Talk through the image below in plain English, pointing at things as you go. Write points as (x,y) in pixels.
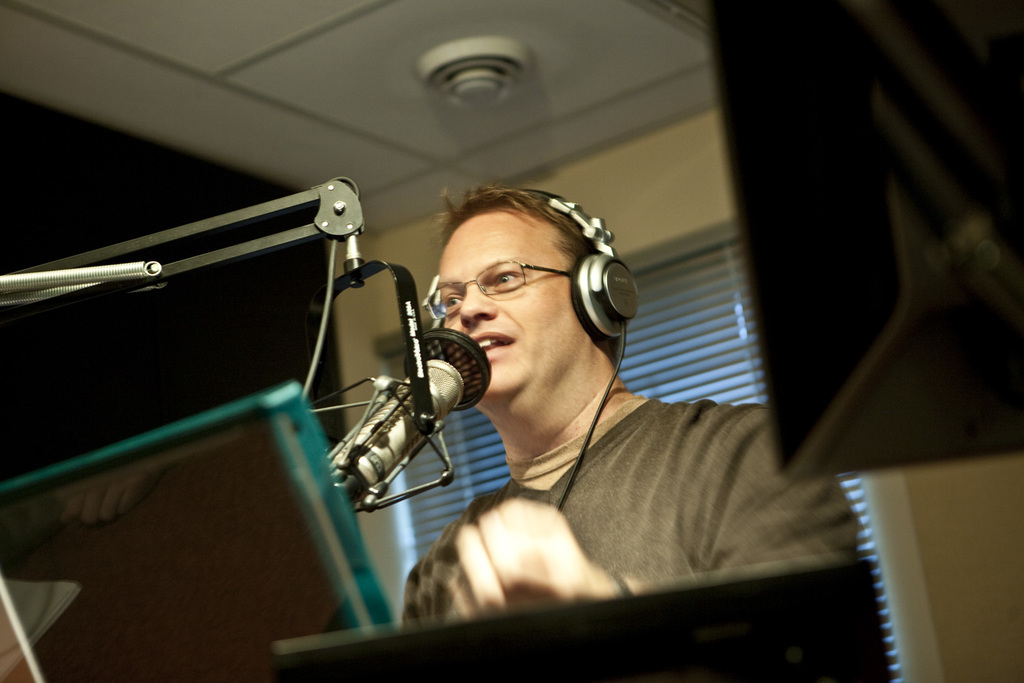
In this image I can see a person (531,356) wearing brown shirt (654,485) talking in front of the microphone (453,366). Background (677,220) I can see a window (689,288) with blinds (733,379) and a wall (710,220) in cream color.
